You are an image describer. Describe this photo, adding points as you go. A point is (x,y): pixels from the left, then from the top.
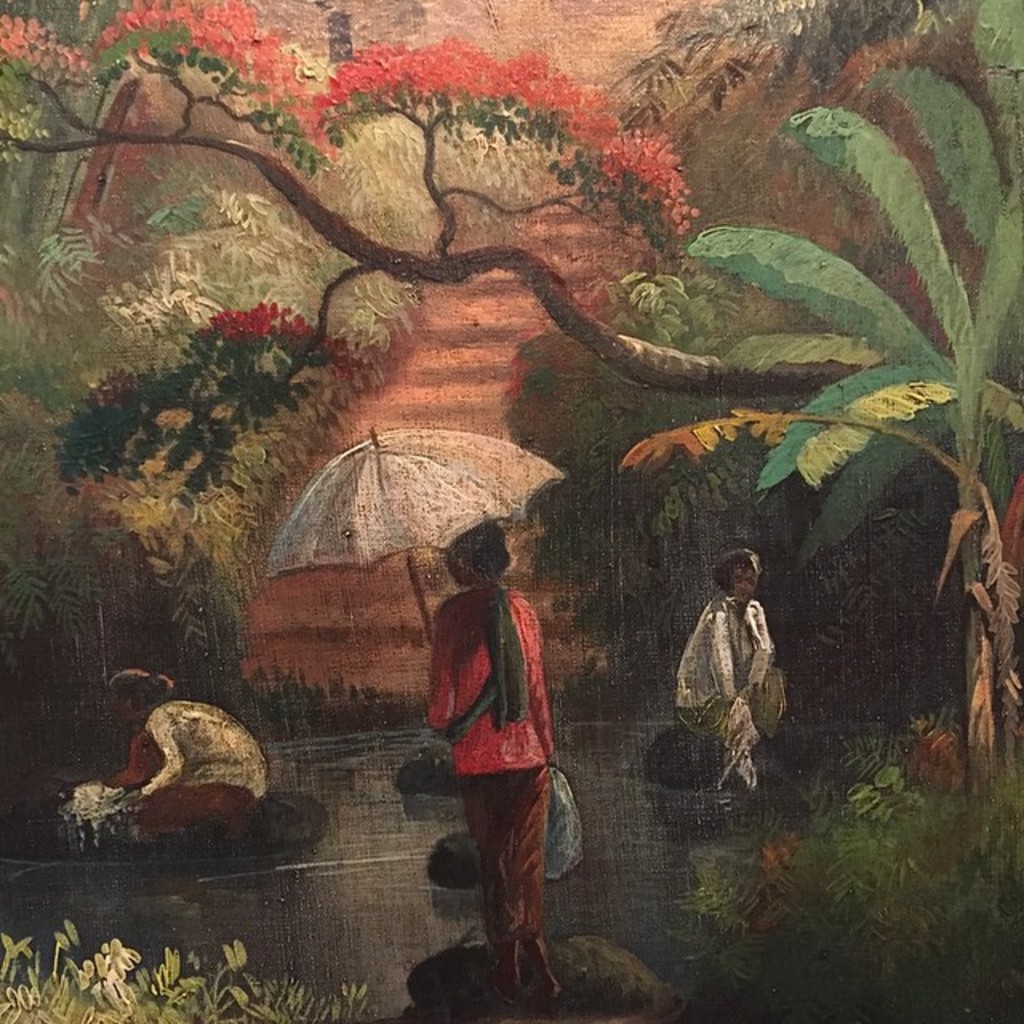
In the image we can see there is a portrait painting (449,566) in which there is a person (530,802) standing on the rock (560,999) and holding umbrella (390,538) in her hand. There are other people (732,682) sitting on the other rocks (675,729) and there is river (339,776). There are plants (24,1002) on the ground (944,893) and there are trees (660,135).
